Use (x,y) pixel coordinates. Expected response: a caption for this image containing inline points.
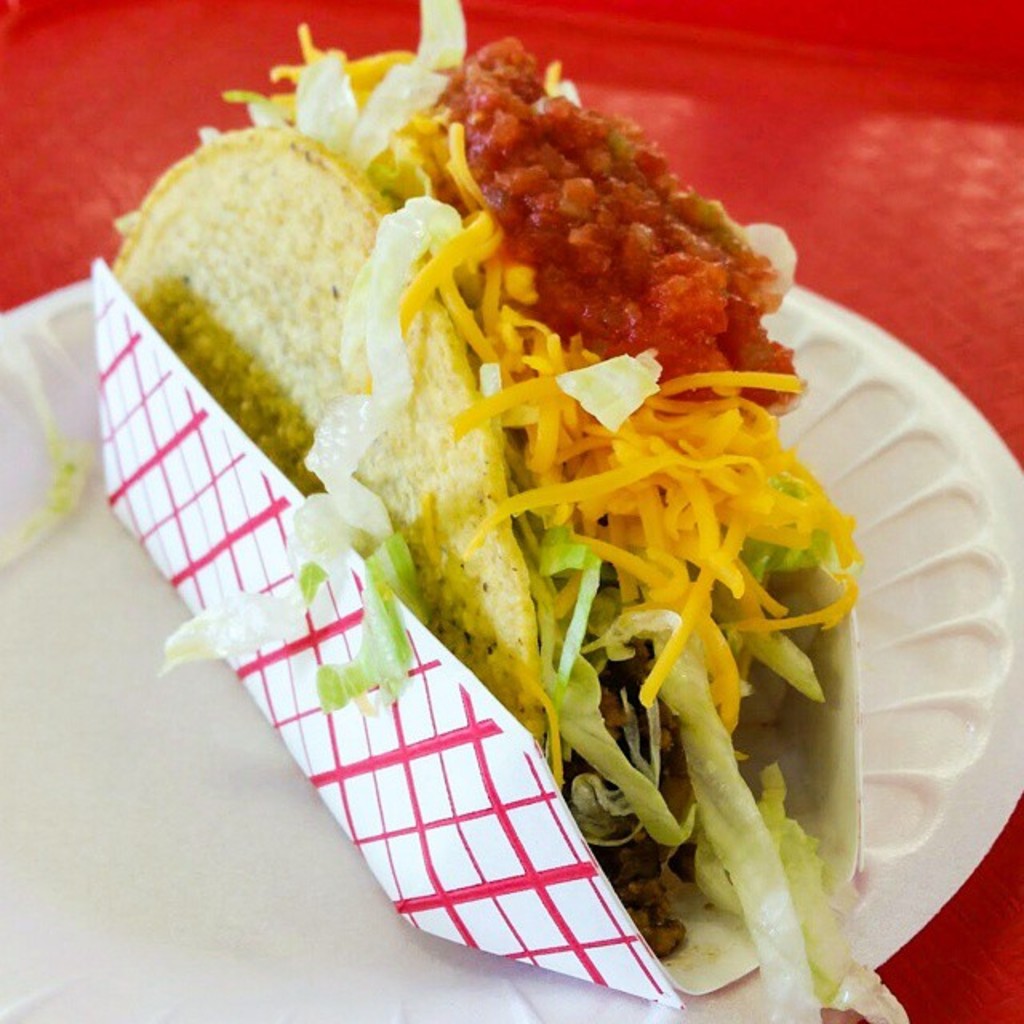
In this picture I can see a eatable item (632,826) is placed on the paper (534,752).
